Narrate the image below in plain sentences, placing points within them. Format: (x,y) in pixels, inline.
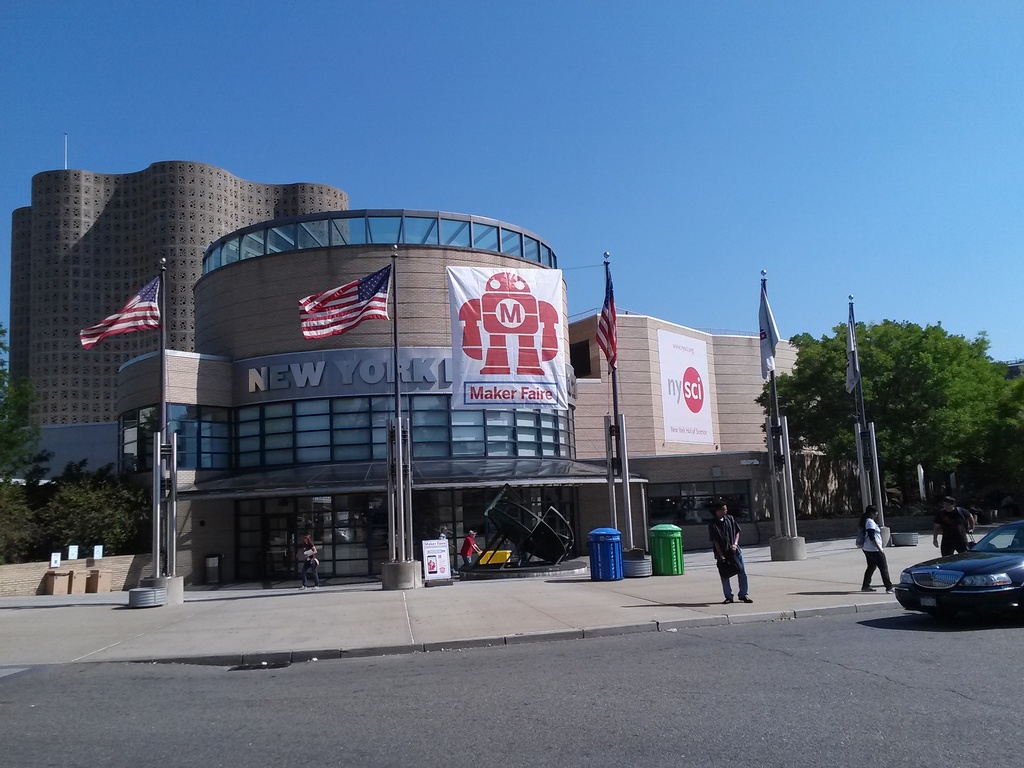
In this image we can see a building (459,457) with windows (415,509). We can also see some flags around the building (493,465). On the right side (950,594) we can see a car (955,606) on the road (628,675) and some people (744,580) standing on the footpath (622,589). On the backside (791,309) we can see some trees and the sky (823,237) which looks clear.
